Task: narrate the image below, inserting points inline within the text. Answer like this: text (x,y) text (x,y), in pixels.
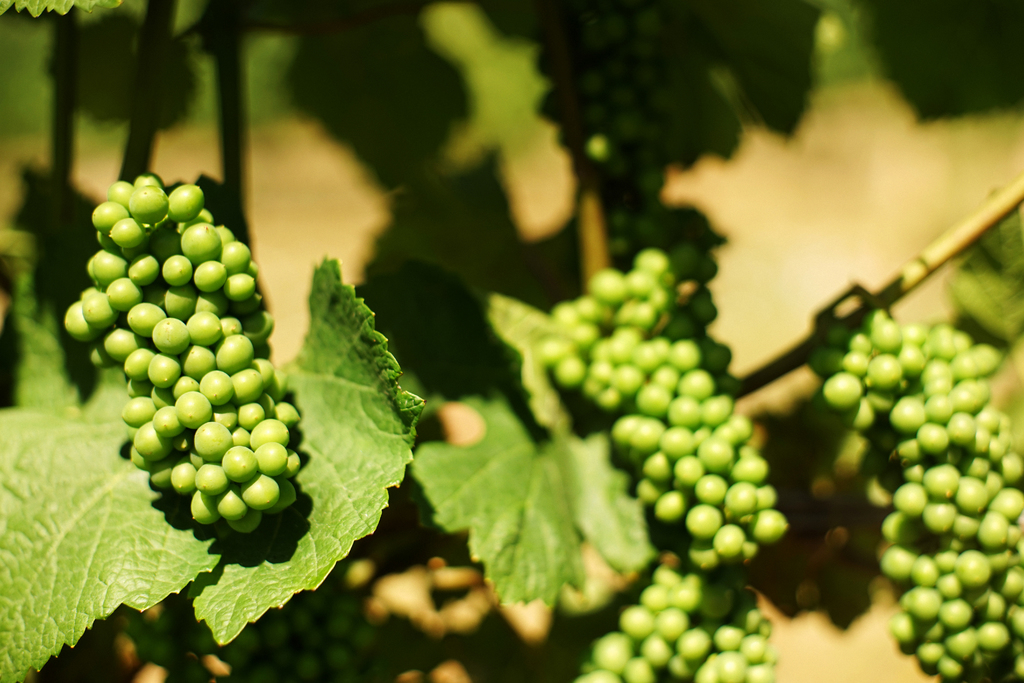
In this picture I can see there are fruits (271,429) and they are attached to the stems (592,268) and there are leafs (502,510) and the backdrop (792,157) is blurred.
